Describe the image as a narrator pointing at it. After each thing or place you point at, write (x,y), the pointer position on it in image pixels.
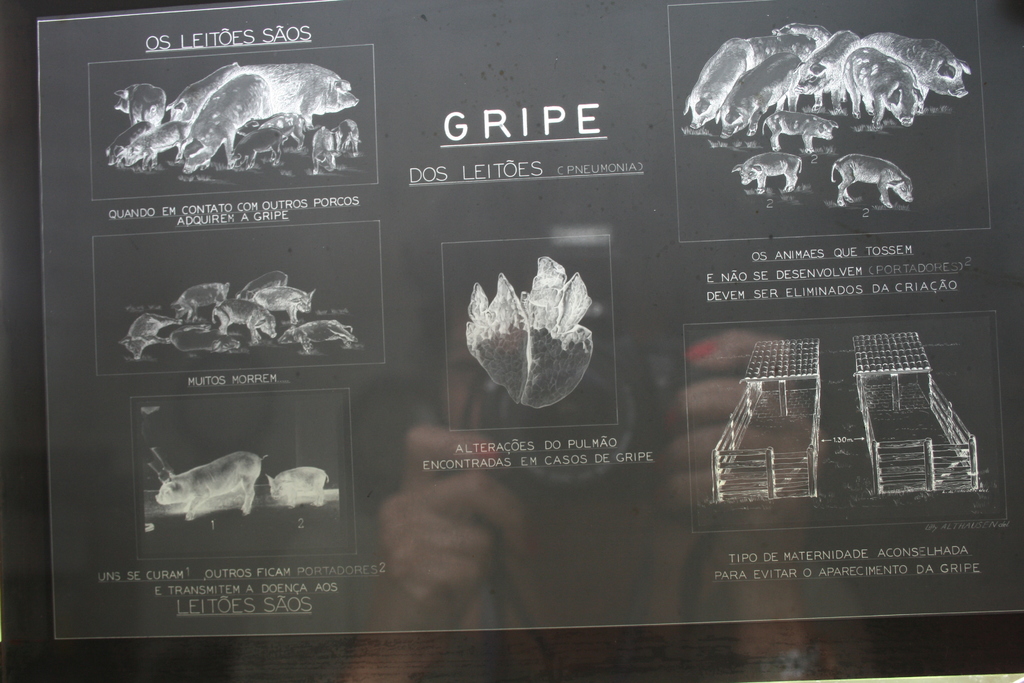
In this image there is a black board (534,491) and on that board (688,71) there are different animals (274,497) with names (754,580) present. Behind the board (495,505) there is some persons reflection (664,497) is visible and the person (595,400) is holding a camera (554,410).
